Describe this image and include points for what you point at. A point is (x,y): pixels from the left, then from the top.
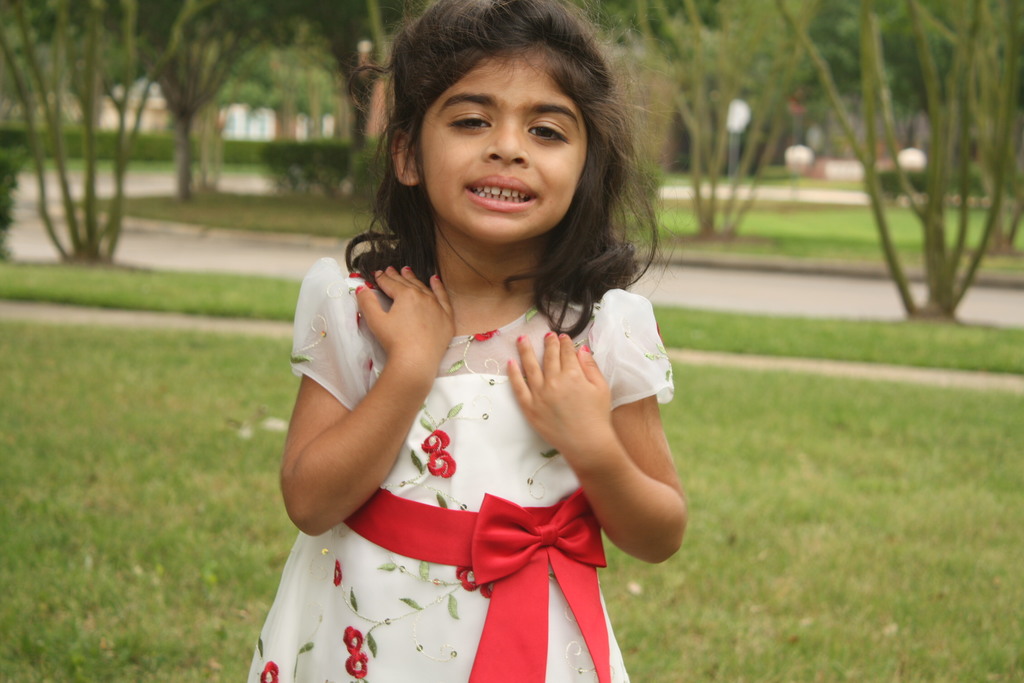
In this image in the foreground (488,273) there is a girl (513,392) wearing white frock (429,441). In the background (184,84) there are trees (84,79), buildings (246,124). On the ground (143,517) there are grasses (148,444).
